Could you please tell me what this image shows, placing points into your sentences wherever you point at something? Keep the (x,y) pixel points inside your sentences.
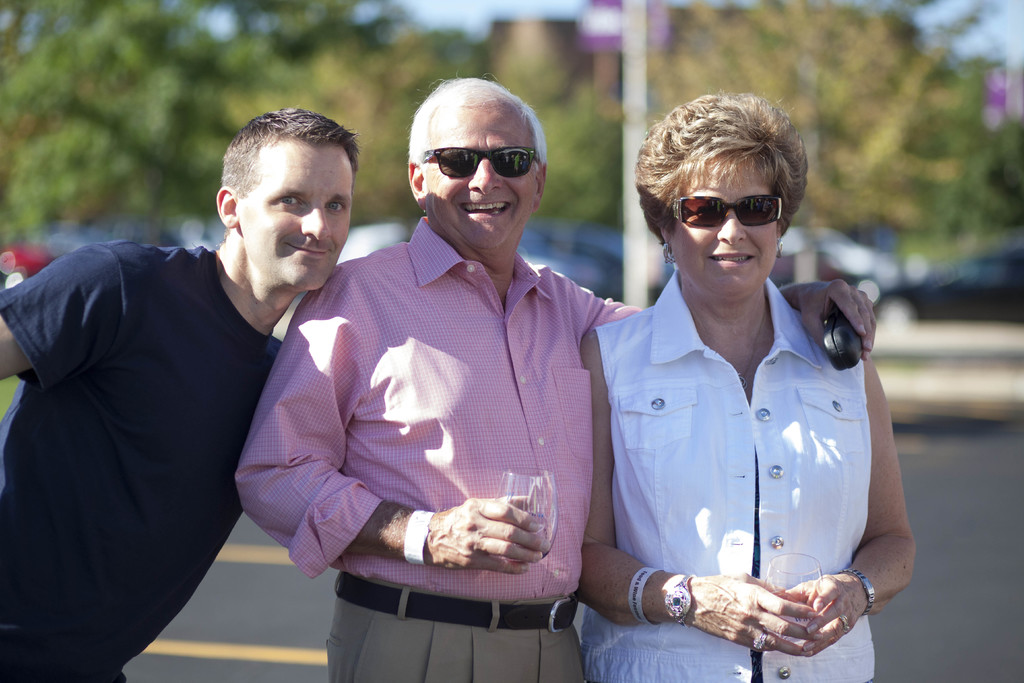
In the center of the image (570,405) a lady (741,463) and a man (490,395) are standing and holding a glass (506,491) in their hands (820,583) and wearing a goggles (713,212). On the left side of the image (196,286) a man (247,253) is standing. In the background of the image (798,78) we can see the trees (183,96) and cars (968,286) are present. At the bottom of the image (986,611) road (980,607) is there.
